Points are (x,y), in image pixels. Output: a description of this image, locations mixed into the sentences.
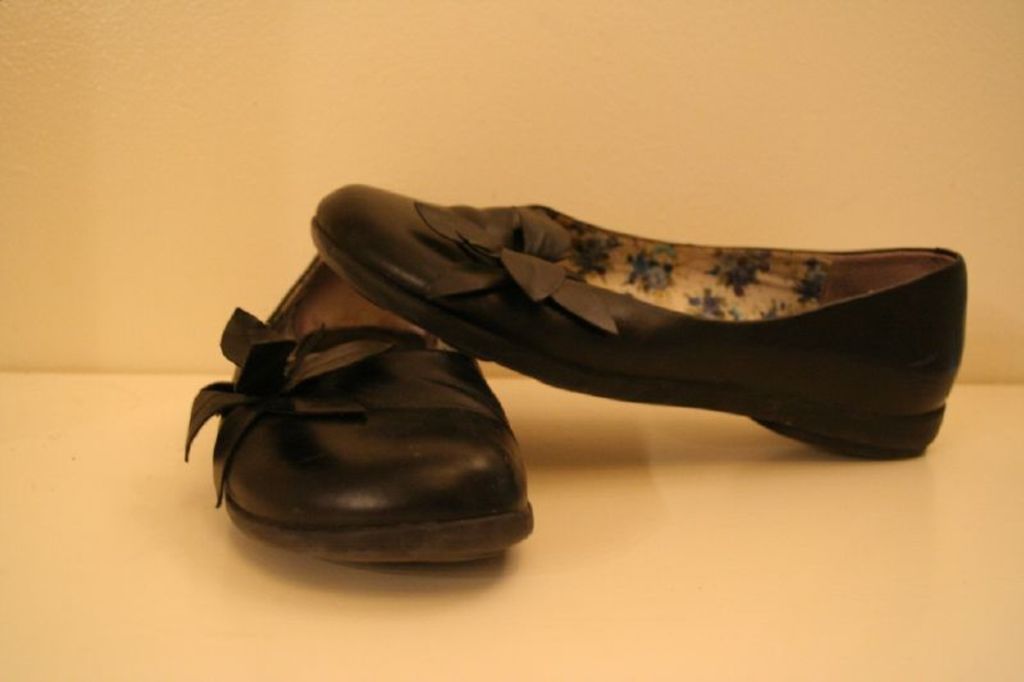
In this image I can see shoes (346,432) in black color and I can see cream color background (43,328).
